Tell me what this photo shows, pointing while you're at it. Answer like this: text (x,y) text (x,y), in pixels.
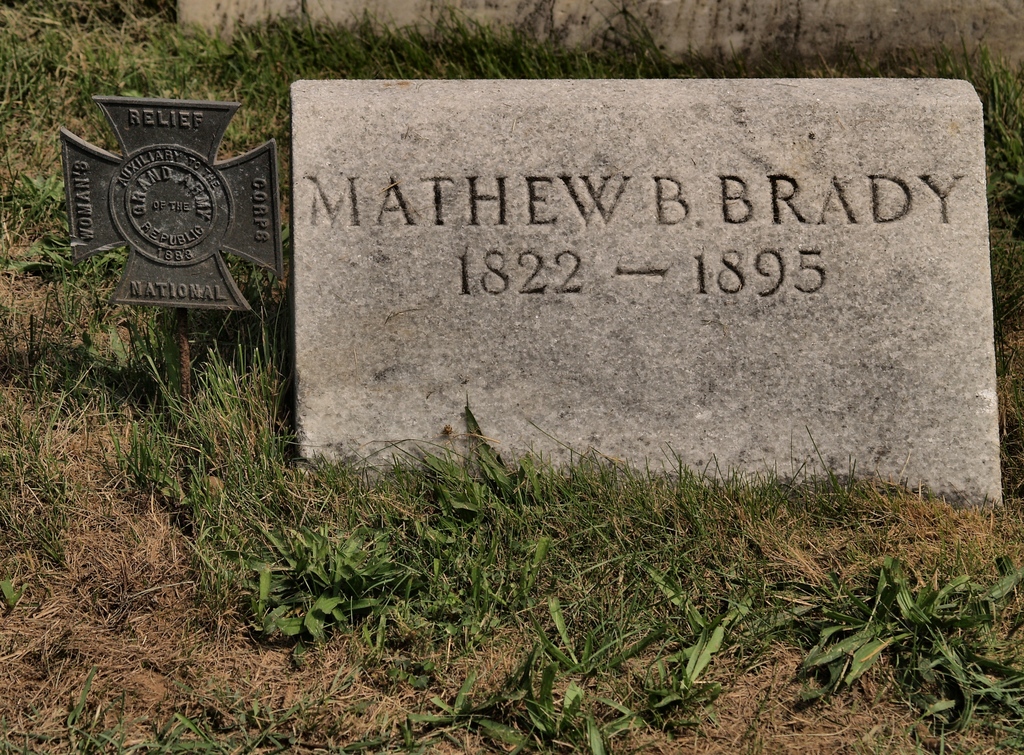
This image is taken outdoors. At the bottom of the image (475,607) there is a ground (421,599) with grass (157,505) on it. In the middle of the image (608,358) there is a tombstone (558,281) with a text (440,213) on it. There is a metal board (161,235) with a text (191,295) on it. At the top of the image (454,24) there is a wall (790,8).
